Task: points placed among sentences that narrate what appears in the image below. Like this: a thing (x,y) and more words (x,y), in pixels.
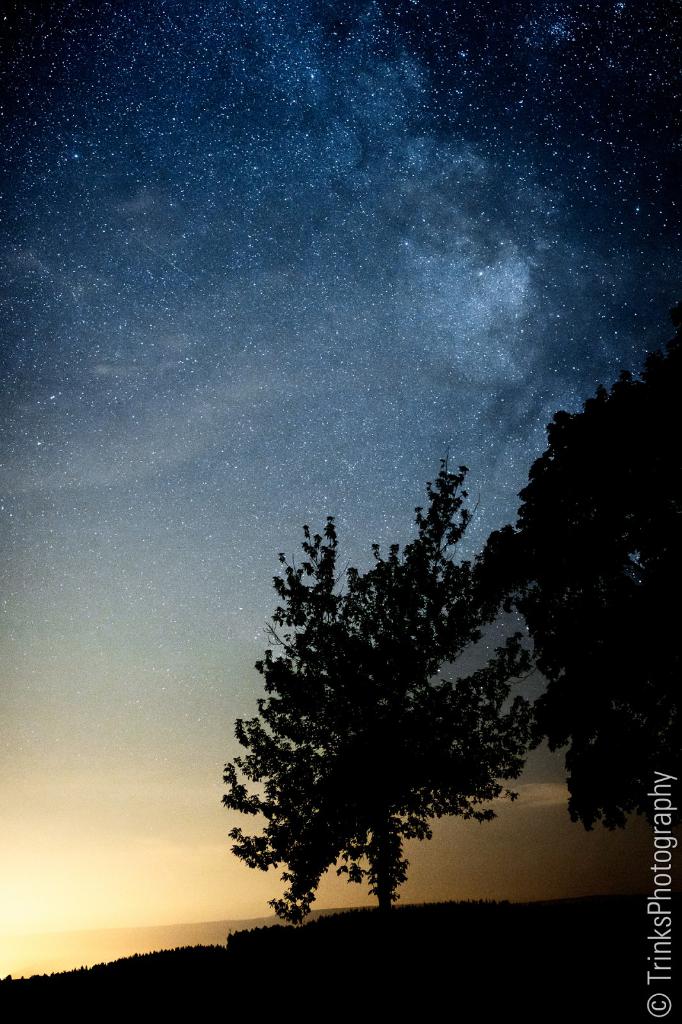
In this image, we can see trees (469,722) and at the bottom (467,962), there is ground (574,961) and we can see some text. On the bottom left (57,847), we can see sunset (100,823) and to the top (379,260), there is sky (279,219).
